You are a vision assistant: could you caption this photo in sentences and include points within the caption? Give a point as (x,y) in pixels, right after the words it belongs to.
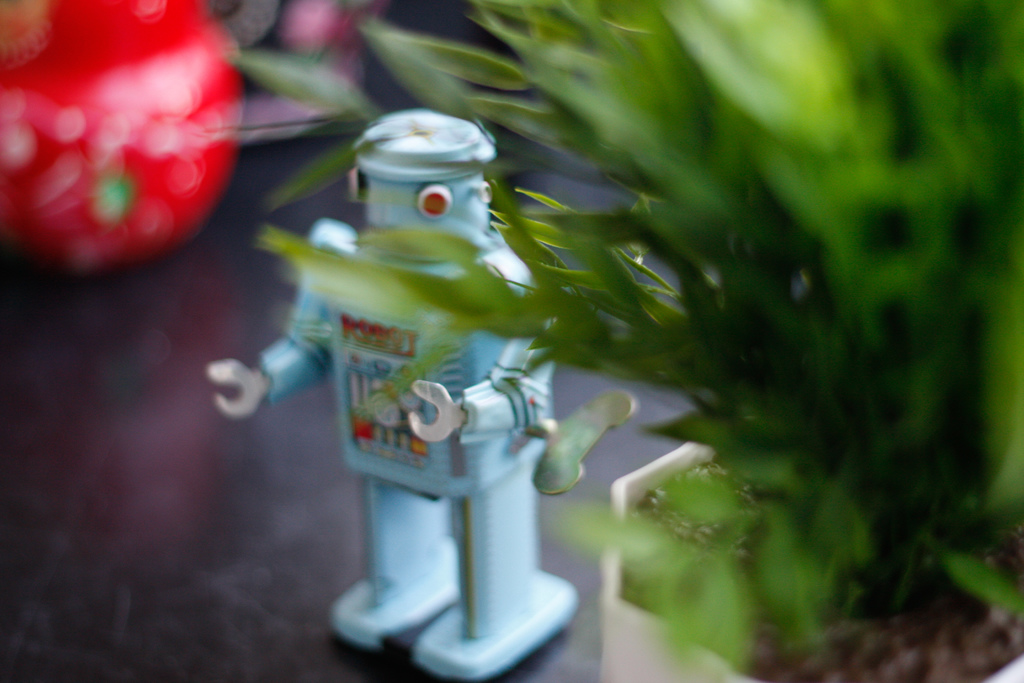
There is a toy (454,167) in light blue color on the floor (252,541). On the right side (896,322), there is a pot plant (924,288). And the background (430,14) is blurred.
